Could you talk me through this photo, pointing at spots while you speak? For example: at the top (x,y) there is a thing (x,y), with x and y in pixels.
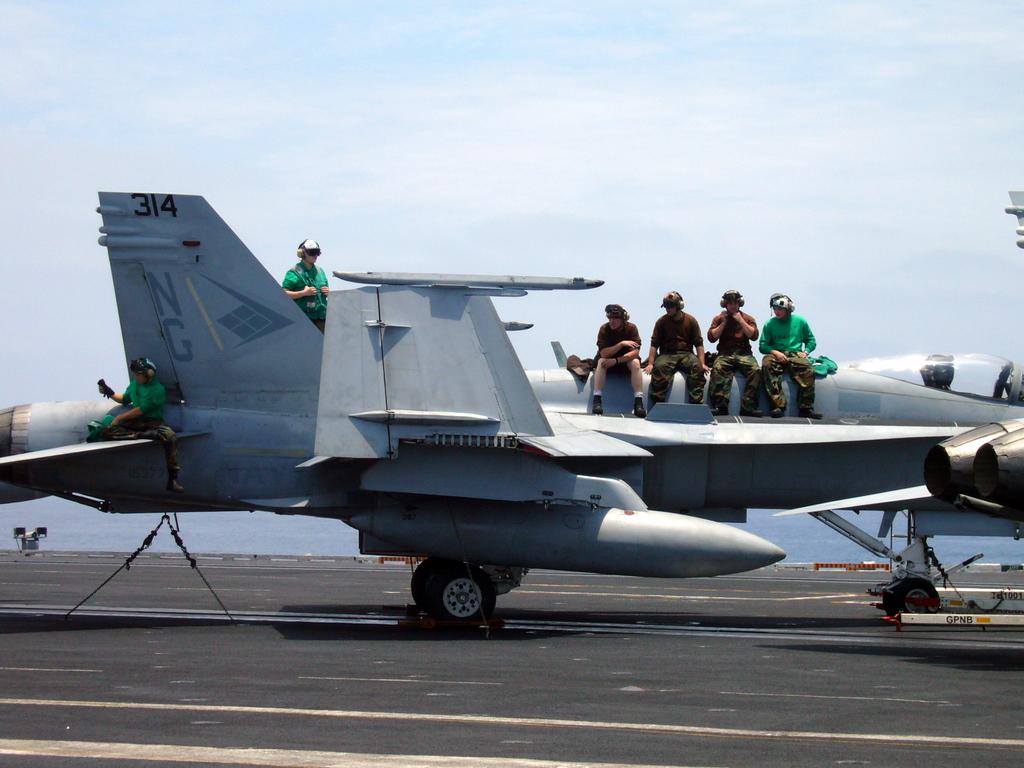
In this image, we can see an aircraft (652,540) on the road (520,690). Few people (159,437) are sitting on the plane (574,449). Here we can see a person (311,282) is standing. Background (739,169) there is a clear sky (624,123).
